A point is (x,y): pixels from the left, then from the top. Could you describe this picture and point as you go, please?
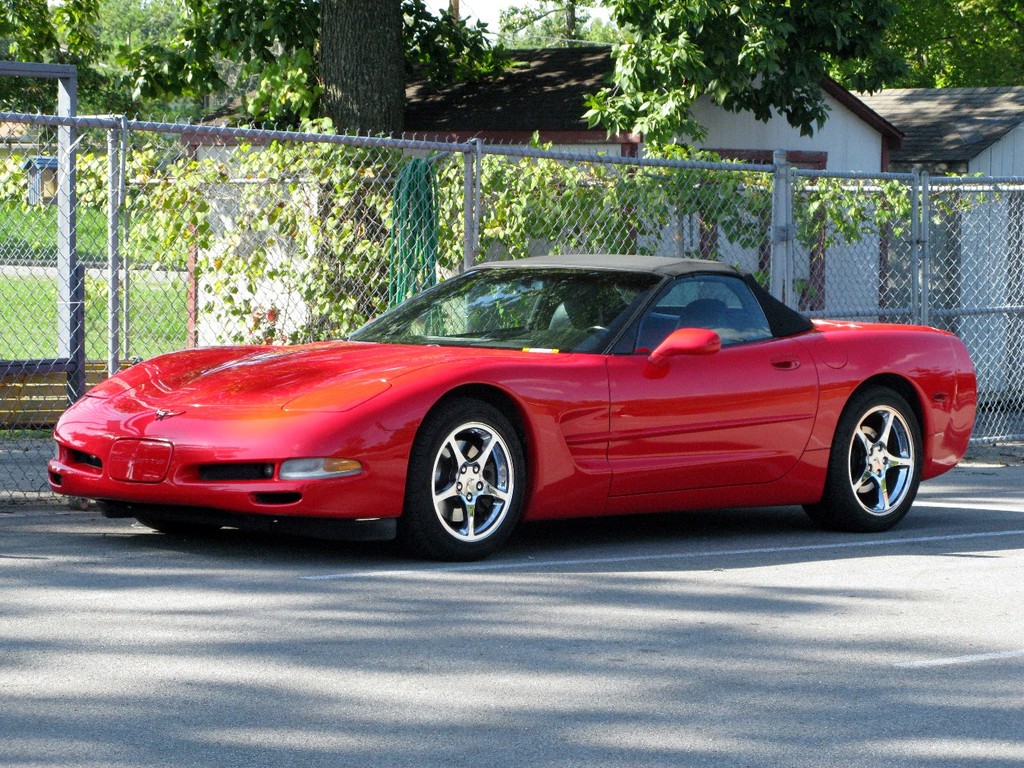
In this picture I see a red color car (408,424) on the road (198,615) and I see few houses (938,132) and a metal fence (835,286) and I see few trees (447,42).
